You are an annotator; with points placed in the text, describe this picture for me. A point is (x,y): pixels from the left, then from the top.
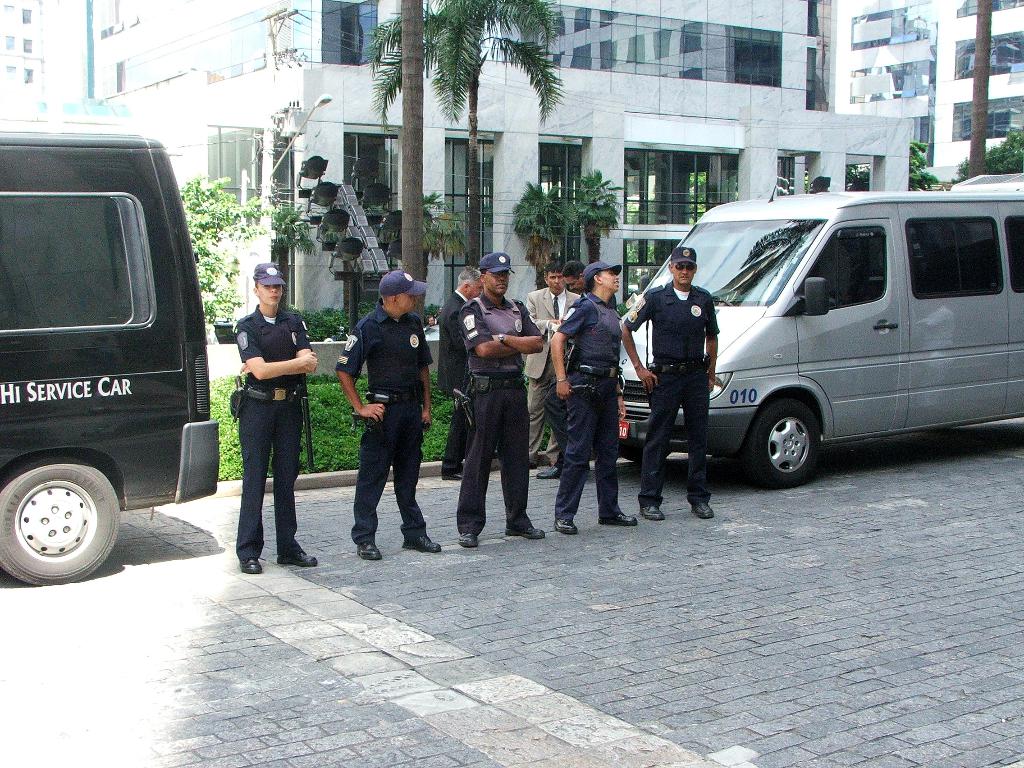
This is the outside view of a building (548,150), here we can see some persons (492,448) standing on the road (466,549) all are wearing their shoes (293,558) and some wear caps (269,284). Here we can see the vehicles (769,353) on the road (343,620). And on the background (181,71) there are buildings (695,133) even we can see plants (522,222) and trees (410,72).
